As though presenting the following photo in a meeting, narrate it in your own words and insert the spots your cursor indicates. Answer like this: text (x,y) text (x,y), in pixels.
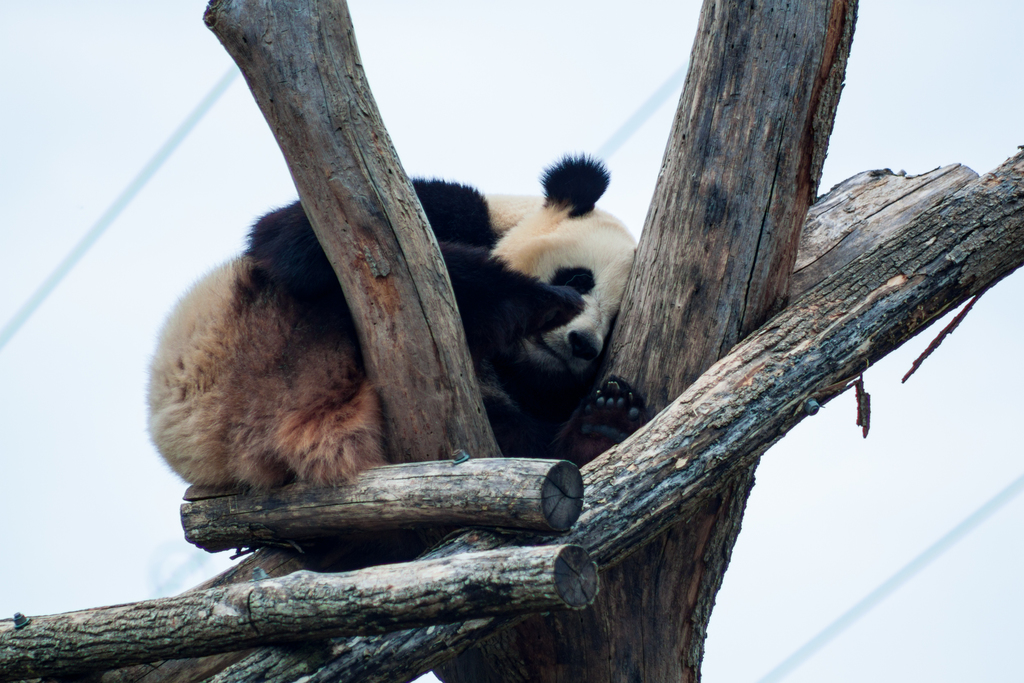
In this picture we observe a panda (502,276) sitting on a tree (727,396) with logs (512,477) of wood (669,441) beside it.
